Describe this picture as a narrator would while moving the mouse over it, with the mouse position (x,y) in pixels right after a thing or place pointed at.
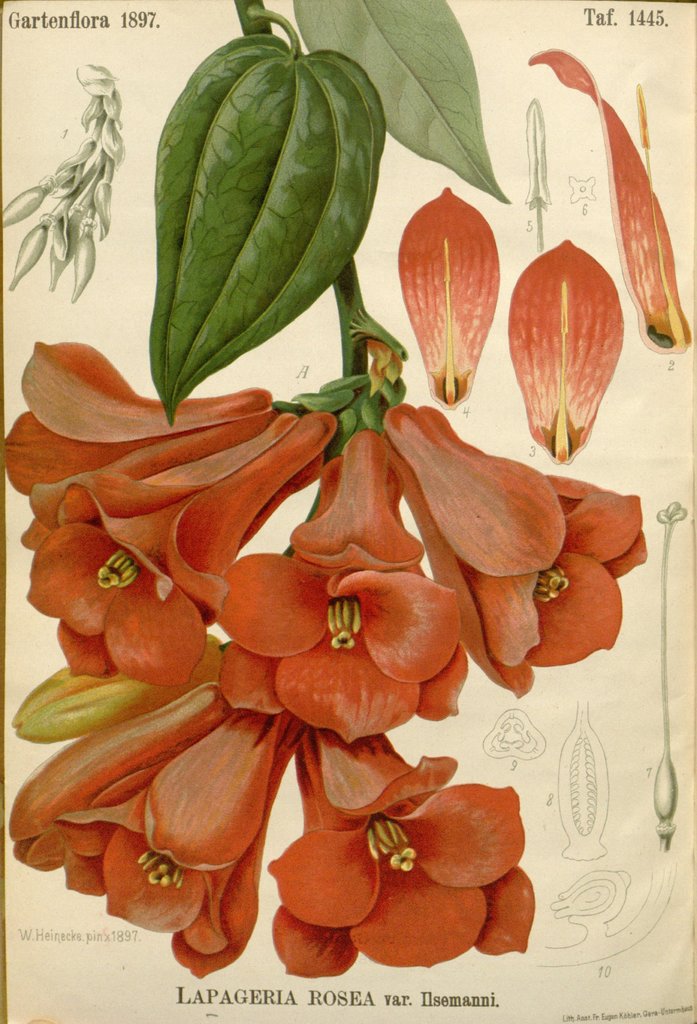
In the image in the center (390,376) we can see one paper (317,368). On the paper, we can see orange color flowers (242,524) and leaves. And we can see something written on the paper (96,8).
